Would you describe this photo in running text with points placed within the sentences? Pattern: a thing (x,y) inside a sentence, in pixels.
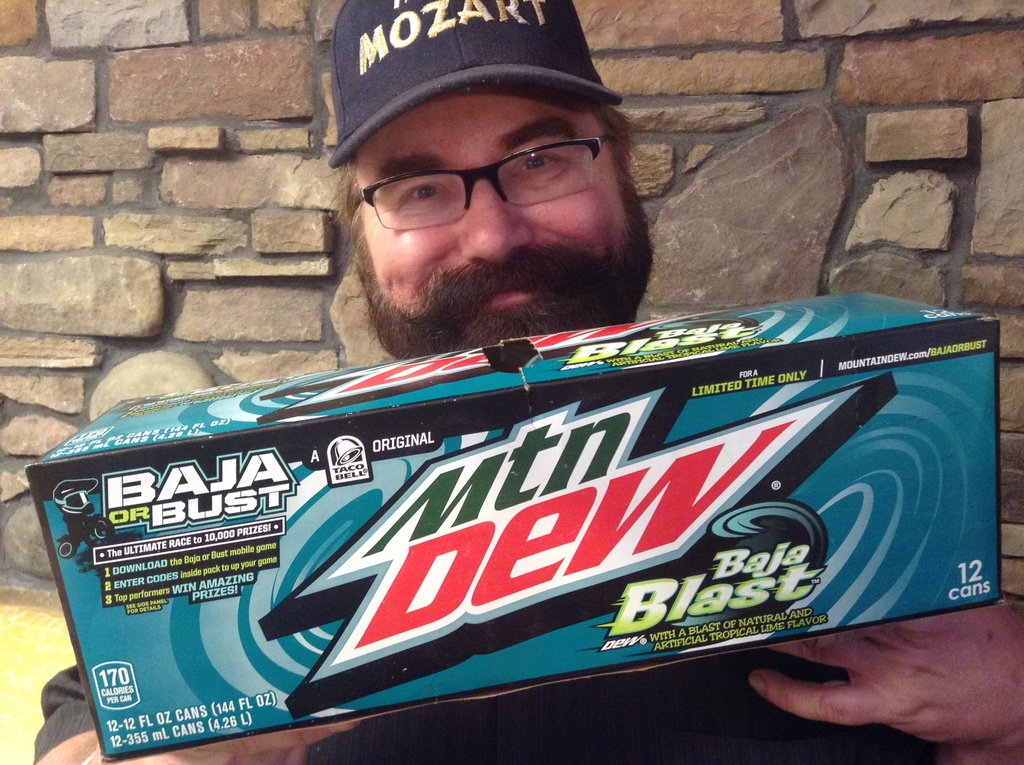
In the image there is a man (361,260), he is holding a mountain dew box (682,574) with his hand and behind the man (479,149) there is a brick wall (210,205).
